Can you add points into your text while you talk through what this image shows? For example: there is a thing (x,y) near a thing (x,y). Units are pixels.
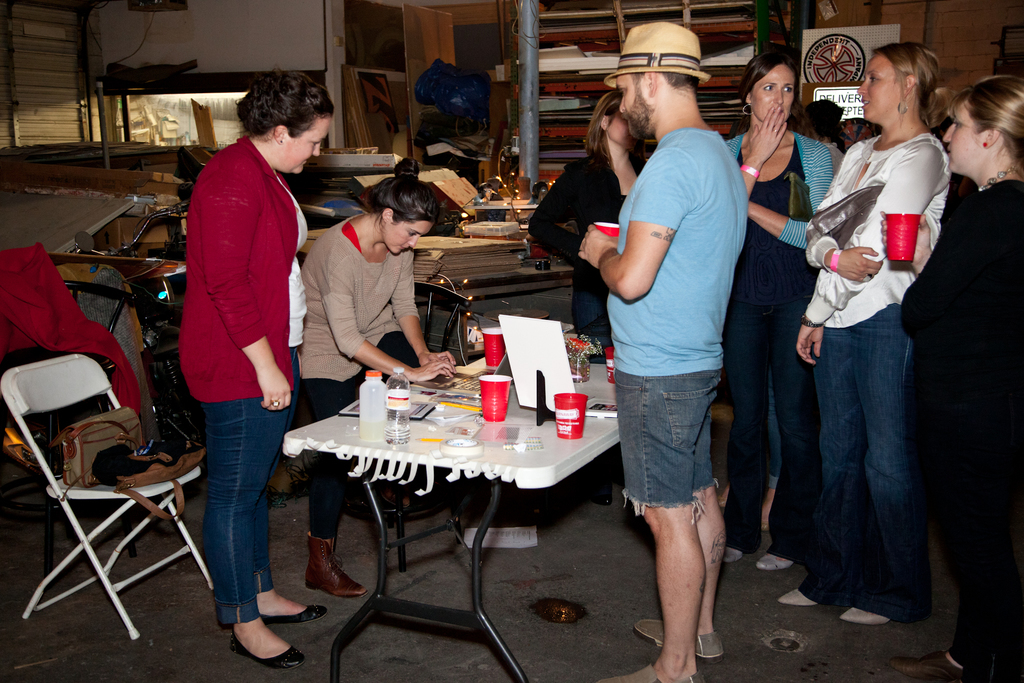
This picture shows a group of people (677,174) standing in front of a table (595,449), table (541,461) consists of some cups (492,407) and water bottle (398,420) on the left side of the picture (53,392) we can see chair (70,383) in the background (546,55) we can see book rack (592,43) and it looks like a store room (193,128) the man (629,94) in front of the table (545,449) is wearing a cap (666,61) the woman (916,262) on the right side of picture (972,224) is holding a cup (897,236).
